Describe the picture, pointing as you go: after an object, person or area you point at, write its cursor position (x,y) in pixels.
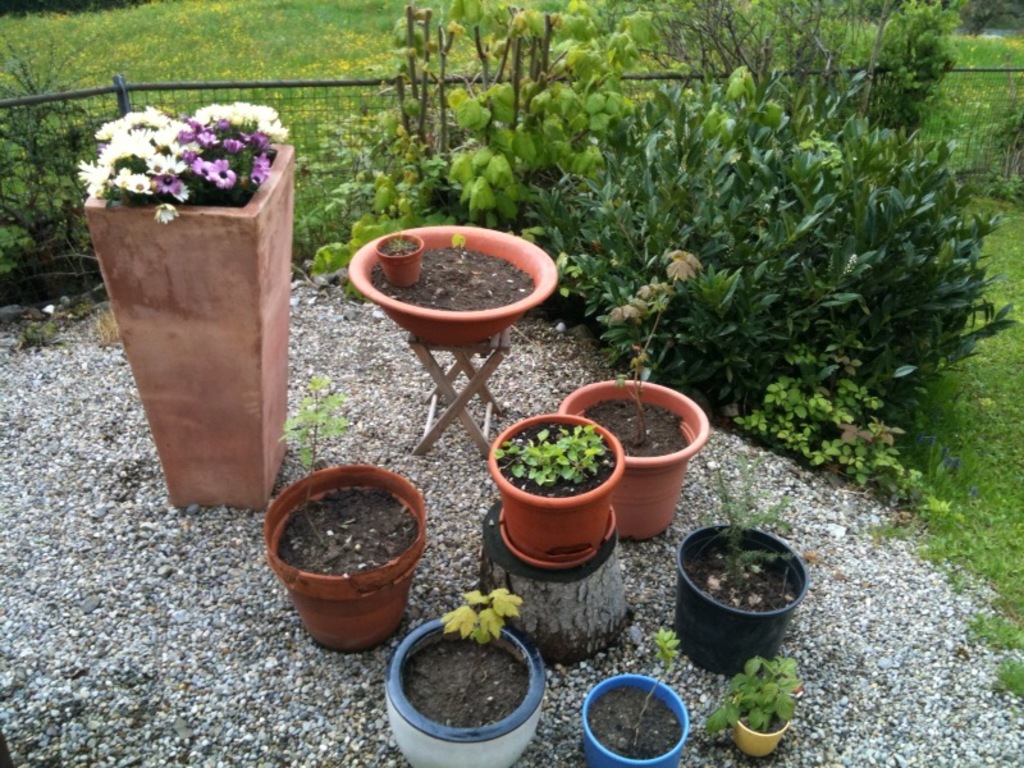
Here we can see plants (718,229), pots (566,504), and flowers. This is grass (985,397) and there is a fence (329,124).
